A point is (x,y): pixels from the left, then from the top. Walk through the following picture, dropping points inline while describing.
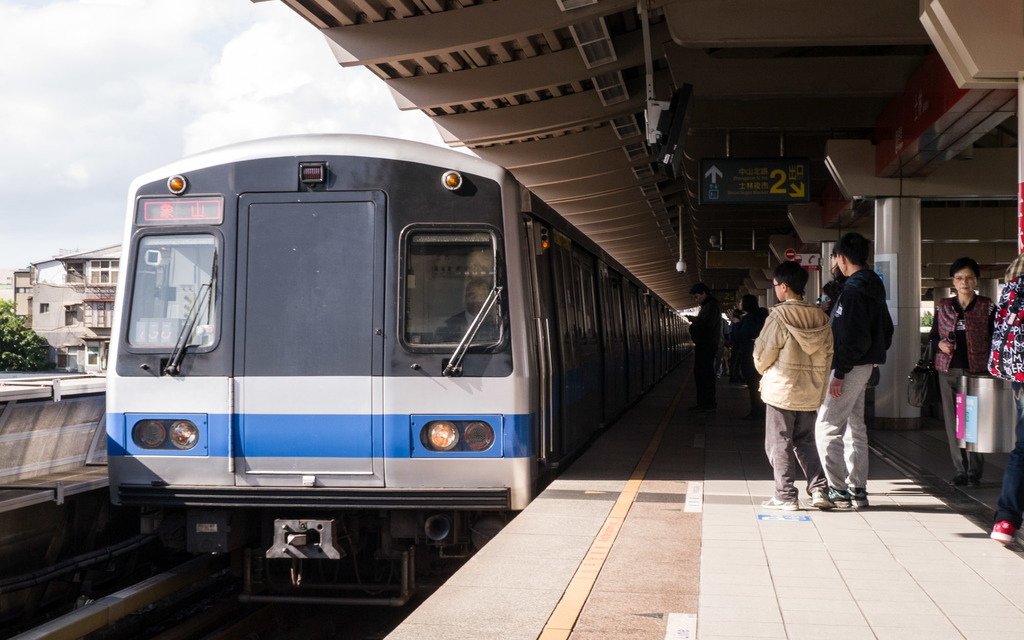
This image is taken in a railway station (686,419). At the top of the image (151,95) there is the sky (184,97) with clouds (211,87). On the left side of the image (53,289) there are a few buildings (57,316). There are a few trees (19,352). There is a platform (37,410). On the right side of the image (750,545) there is a platform (725,527). There is a roof (588,84). There are a few iron bars (506,85) and there are a few pillars (901,349). There are a few boards (756,197) with a text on them. There are a few lights (665,223). Many people (809,372) are standing on the platform (744,481) and a few (1001,485) are walking. In the middle of the image (424,338) there is a train (287,584) on the railway track (146,586).
